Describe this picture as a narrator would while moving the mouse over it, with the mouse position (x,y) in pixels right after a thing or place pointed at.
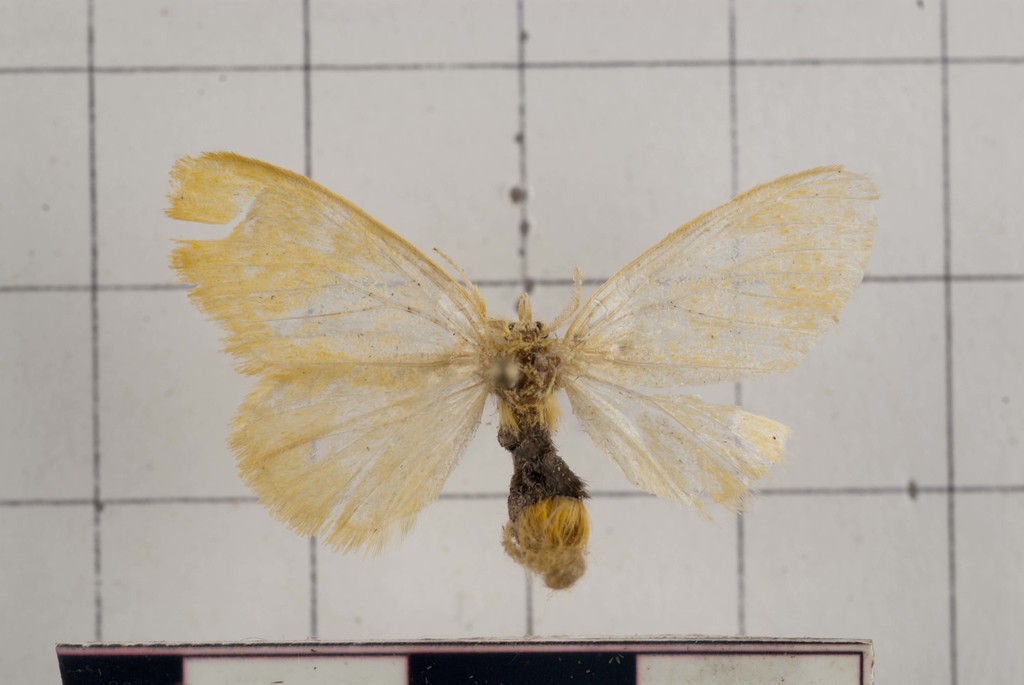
In this picture, it seems like a butterfly (367,285) in the center (361,425) and a wall (426,110) in the background (484,200).
